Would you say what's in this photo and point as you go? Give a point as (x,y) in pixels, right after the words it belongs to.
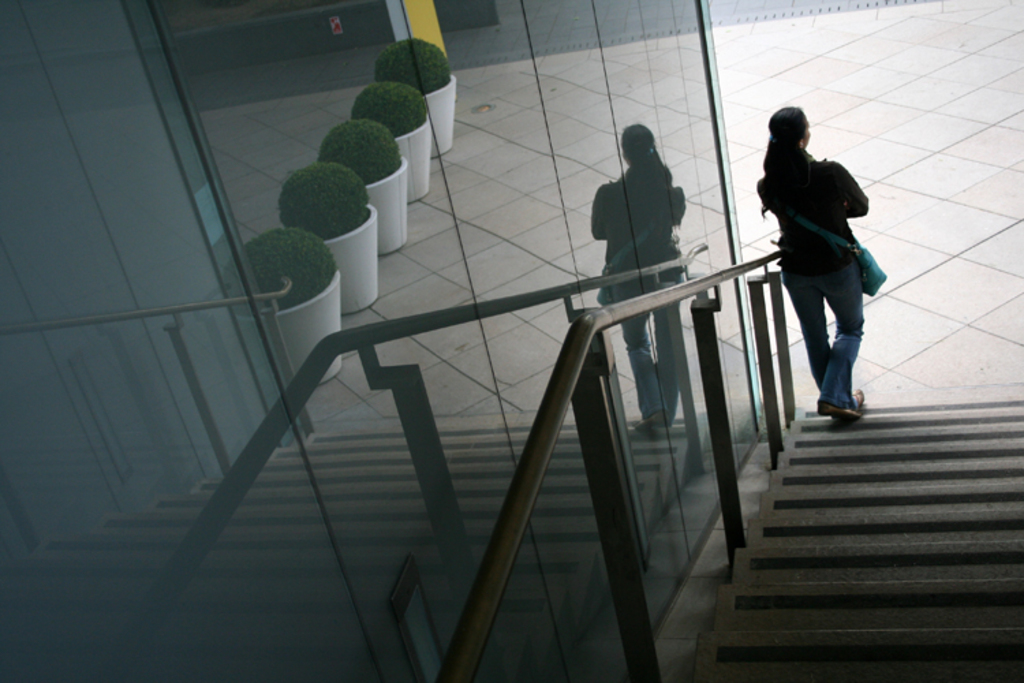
As we can see in the image on the left side (287,464) there is reflection (395,181) of plants (377,153), pots (432,93), tiles (448,222), stairs (353,437) and a woman (638,224). On the right side (876,545) there are stairs (932,491), white color tiles (928,240) and a woman (859,341) holding bag (883,282).
